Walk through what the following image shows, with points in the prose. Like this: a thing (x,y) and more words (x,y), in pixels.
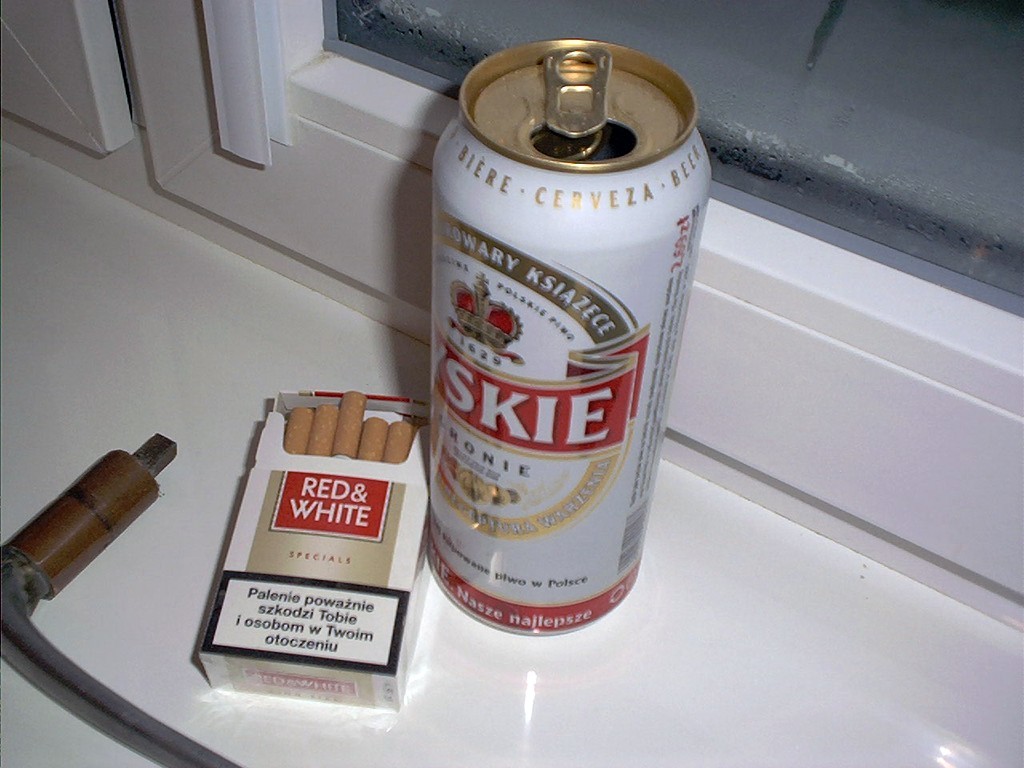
In the picture there is a cigarette pack (302,586) with cigarettes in it, beside there is a tin (490,501), on the tin (490,501) there is some text (501,426) present and there is a metal object (131,726) present, behind the tin (543,350) there is a glass window (995,139) present.
